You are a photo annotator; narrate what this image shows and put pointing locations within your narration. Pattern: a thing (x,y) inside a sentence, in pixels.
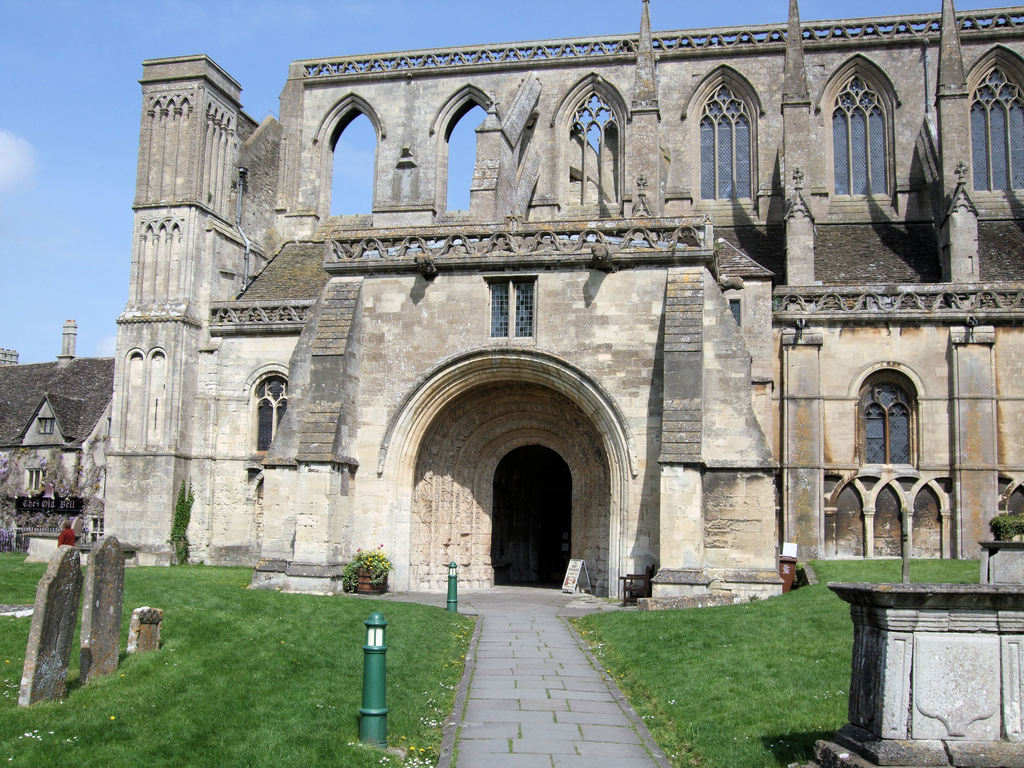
This is the picture of a building (360,358). In this image there are buildings (656,480). On the left side of the image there is a person (71,541). In the middle of the image (546,491) there is a board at the door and there is a plant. At the top (295,53) there is sky (296,26) and there are clouds (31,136). At the bottom (188,725) there is grass (193,621) and there are poles (386,673).
